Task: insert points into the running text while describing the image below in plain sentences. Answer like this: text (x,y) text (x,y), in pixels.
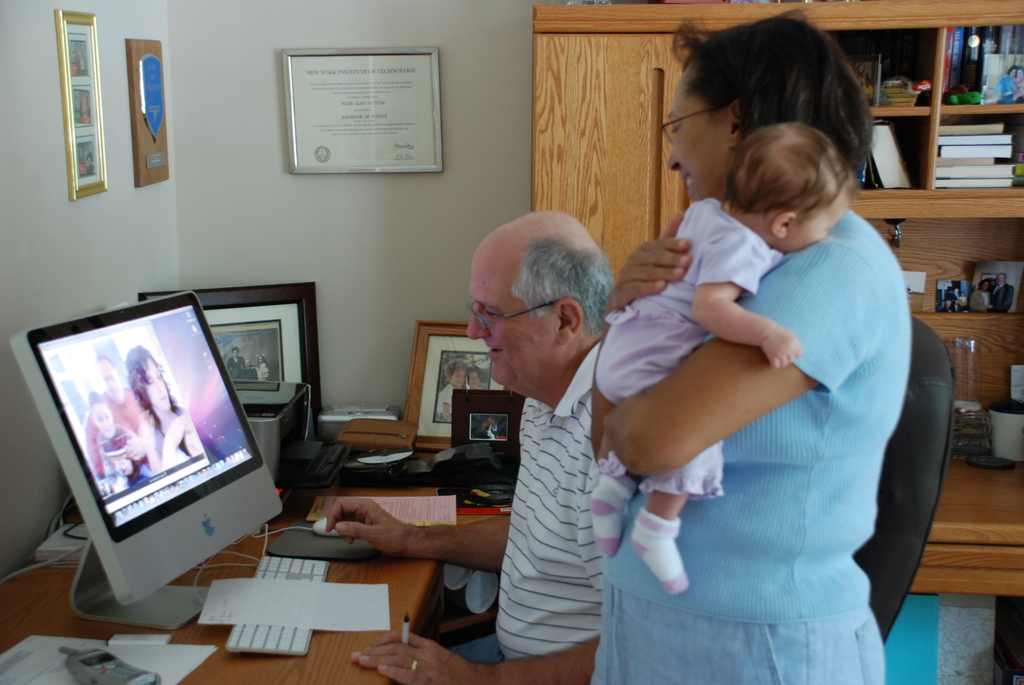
In the middle of the image (655,283) a woman (738,650) is standing and holding a baby (786,161). Behind her a man (571,258) is sitting and holding a pen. Behind him there is a table (218,640), on the table (203,675) there is a keyboard (299,568) and paper (63,673) and desktop (246,451) and frames (426,400) and electronic devices (241,403) and mobile phone (81,656). At the top of the image (287,185) there is a wall (267,185), on the wall (249,185) there is a cupboard (976,114) and frames (56,15). In the cupboard (544,86) there are some books (962,32).
